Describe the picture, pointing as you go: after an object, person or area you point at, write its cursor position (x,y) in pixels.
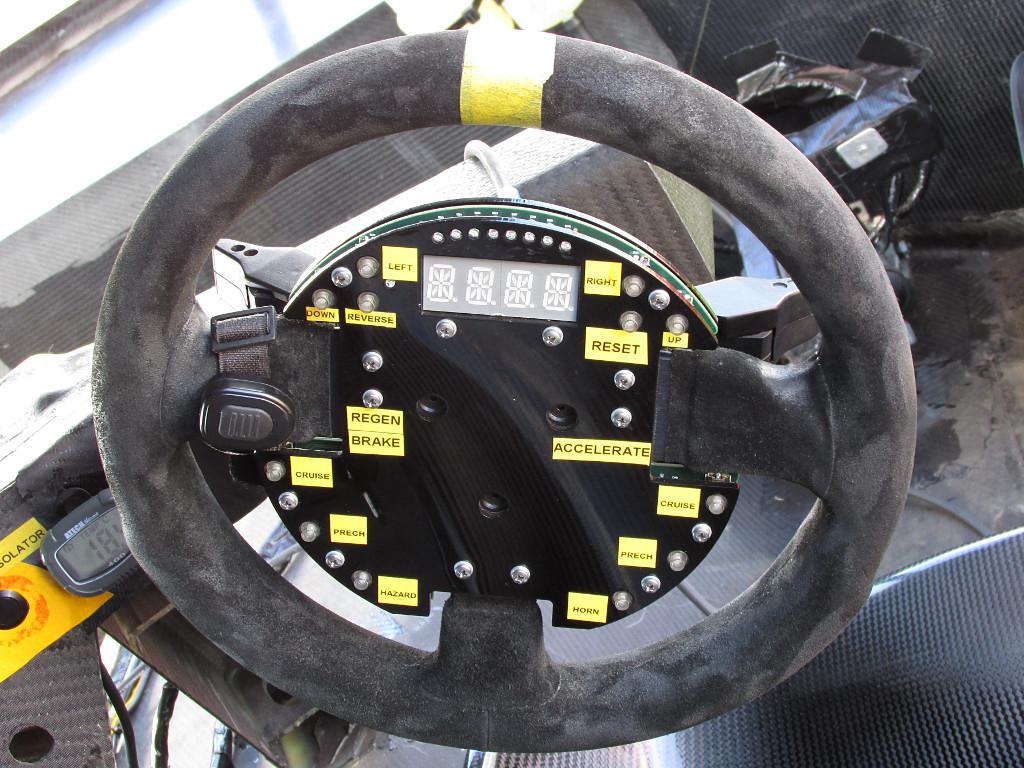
Here in this picture we can see a steering wheel (574,437) present and beside it on left side (126,573) we can see some meter (108,557) present and on the right side (823,715) we can see seat (841,693) present over there.
